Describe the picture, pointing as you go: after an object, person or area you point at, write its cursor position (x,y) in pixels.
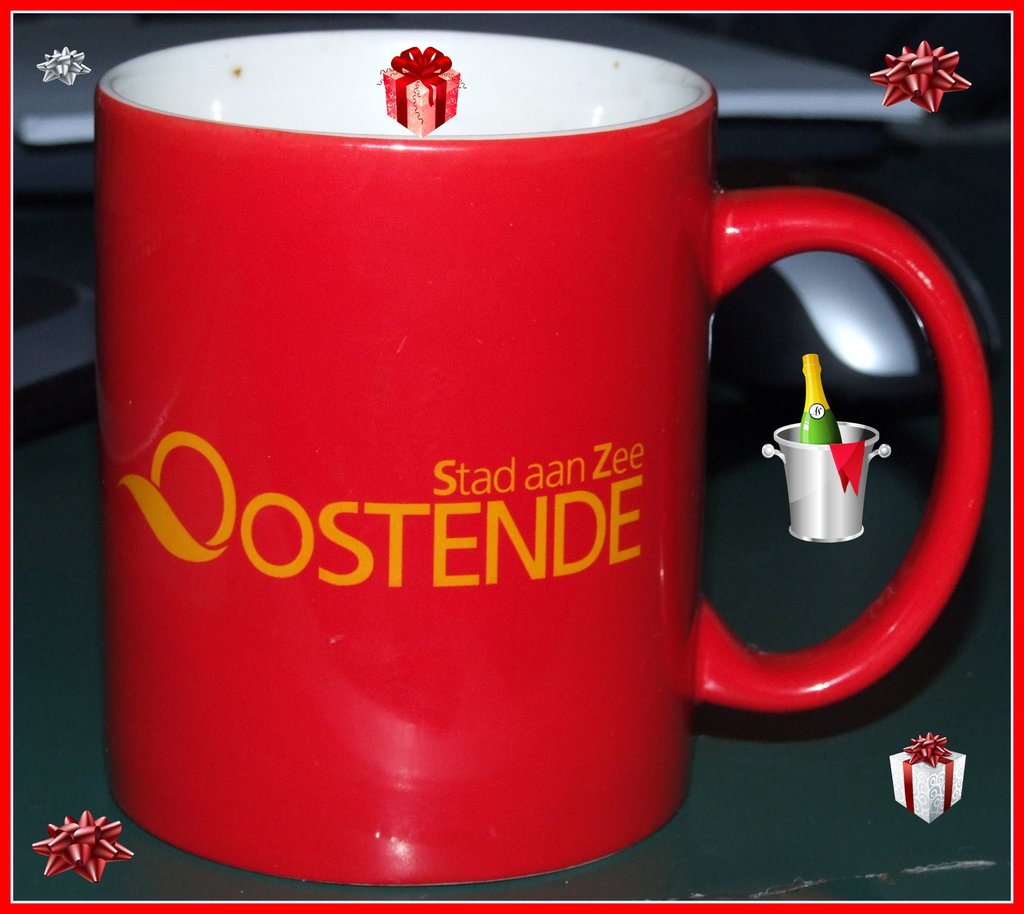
in the image we can see a coffee cup (286,544), red in color and on it there is a text (496,574), yellow in color. We can even see there are watermarks (928,784).
